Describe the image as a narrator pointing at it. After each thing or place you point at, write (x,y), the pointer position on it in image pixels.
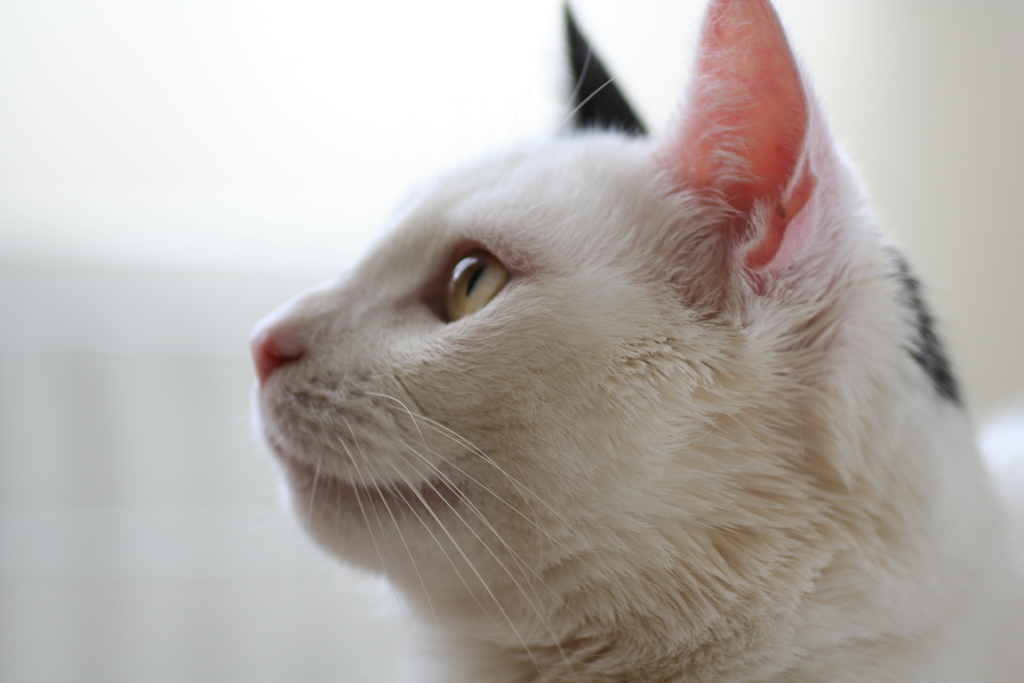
In this picture I can see a cat (399,372), and there is blur background (302,39).
